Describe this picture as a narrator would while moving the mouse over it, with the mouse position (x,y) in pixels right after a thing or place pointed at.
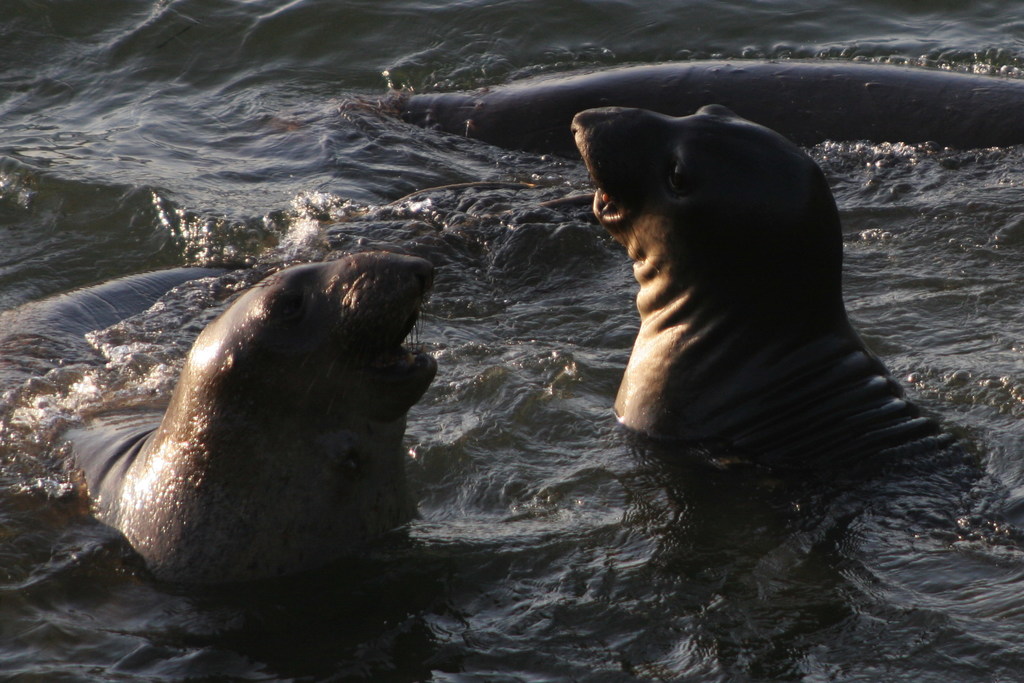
In this picture we can see seals (181,441) and water (280,230).
